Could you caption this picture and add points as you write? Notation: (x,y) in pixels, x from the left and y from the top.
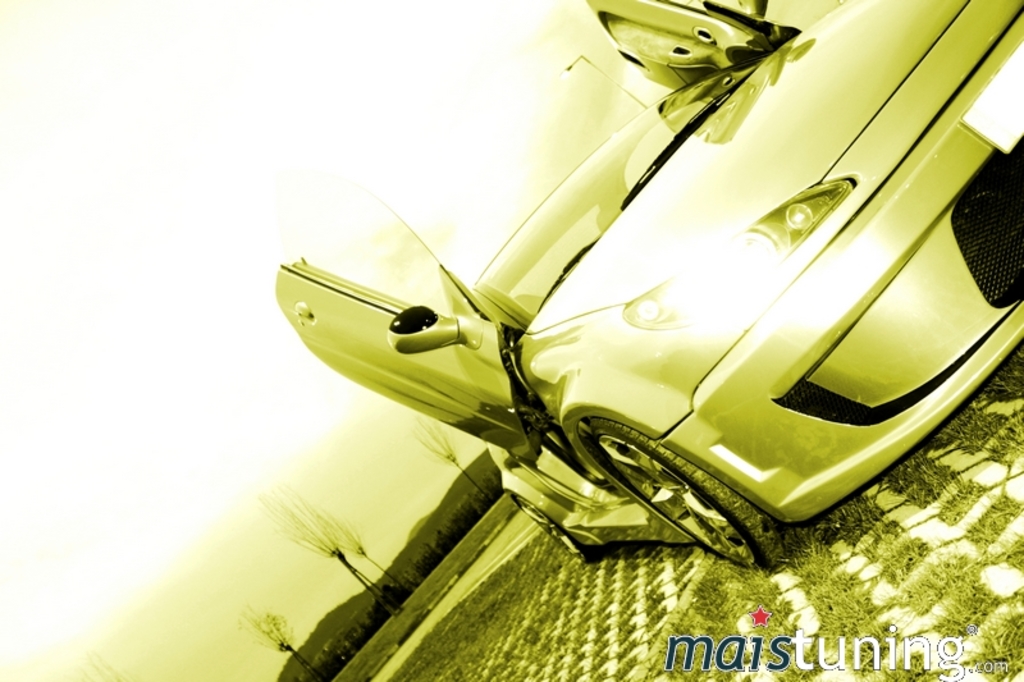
In this image I can see a car (771,447), background (444,529) I can see trees (342,554), mountains (429,540) and I can see greenish color light (374,518) on the image.
